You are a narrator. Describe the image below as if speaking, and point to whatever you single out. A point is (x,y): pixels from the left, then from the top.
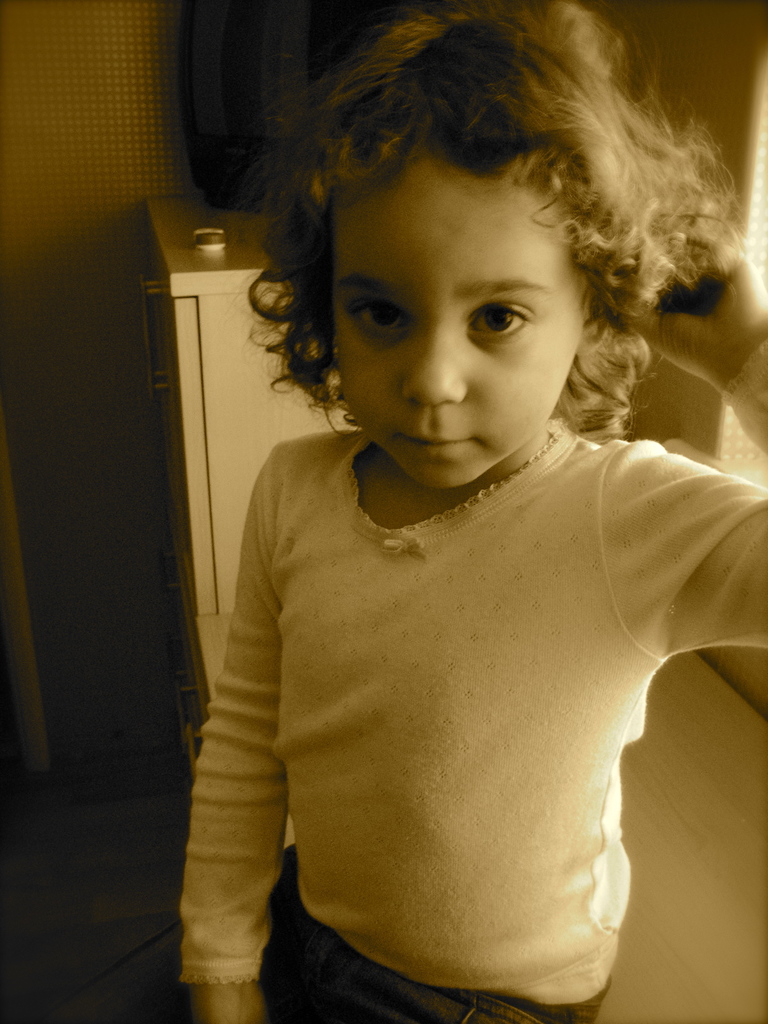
In the picture I can see a girl (363,689). In the background (239,201) I can see some objects (235,325).
